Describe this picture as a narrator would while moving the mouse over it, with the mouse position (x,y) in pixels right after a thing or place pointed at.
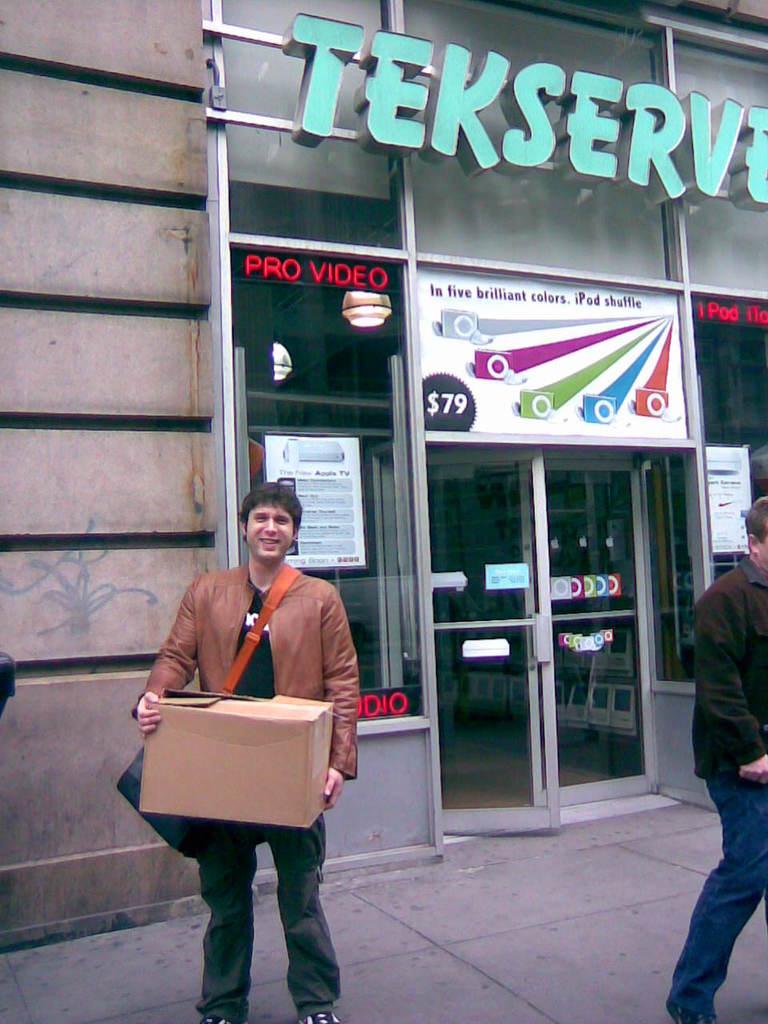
In this picture we can see a man (324,847) standing in the front (204,754) and holding the brown cardboard box (249,736) in the hand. Behind we can see the shop glass door (595,687) and brown wall (76,542).
